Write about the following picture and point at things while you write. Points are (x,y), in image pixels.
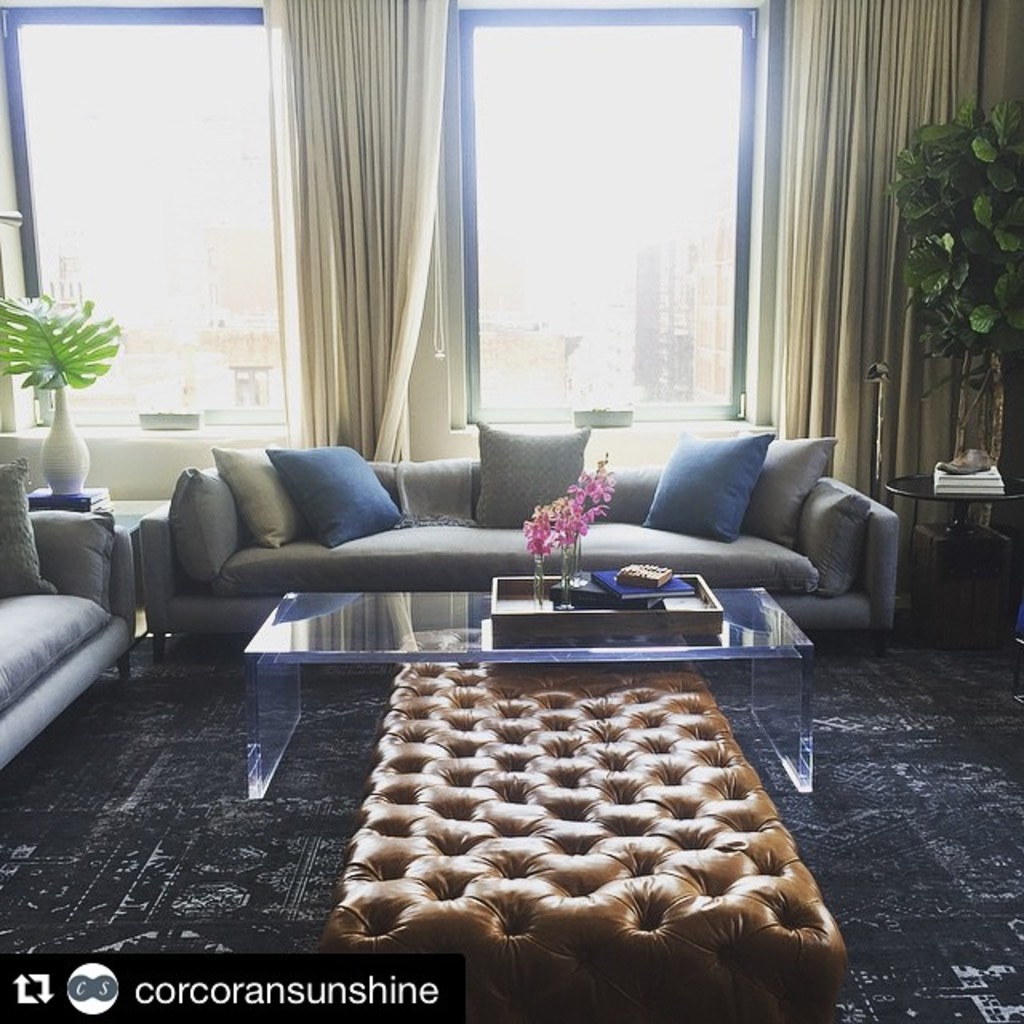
This is a room (446,469) in which sofa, table (262,635), house plant (65,383), window (141,345), curtain (360,323) are there.
